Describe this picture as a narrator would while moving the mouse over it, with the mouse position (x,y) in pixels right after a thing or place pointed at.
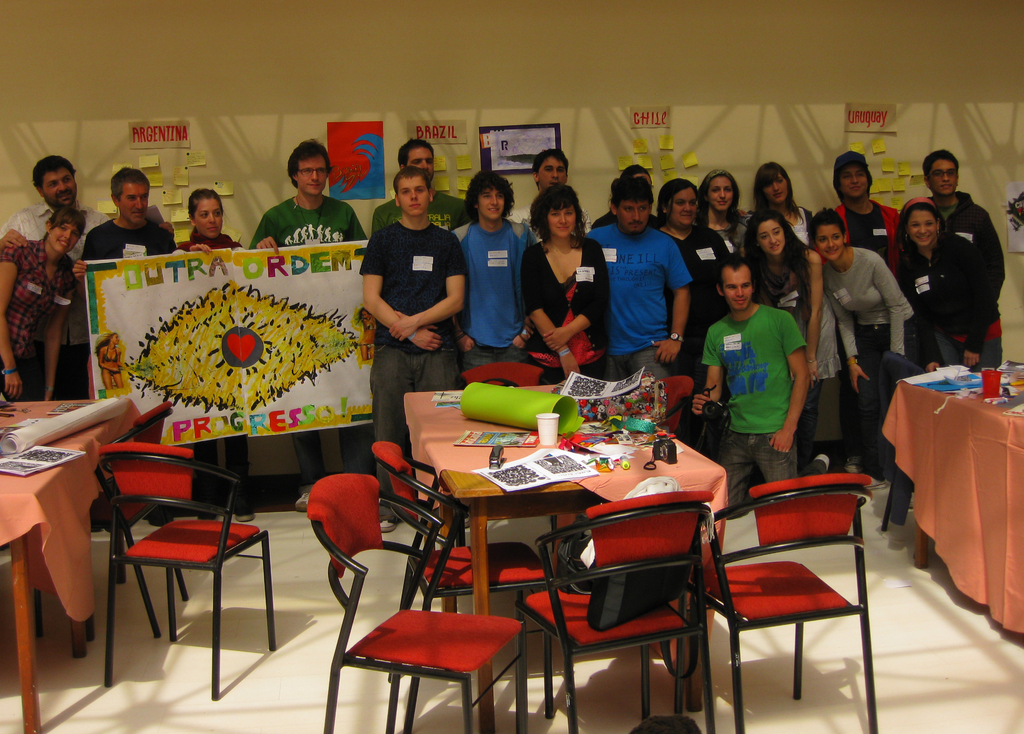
Posters (517,129) on wall (723,137). These persons (654,241) are standing. These three persons (161,230) are holding a poster (306,340). On this tables (954,407) there are cups (551,417), chart (523,417) and things (563,465). We can able to see red chair (380,538).
